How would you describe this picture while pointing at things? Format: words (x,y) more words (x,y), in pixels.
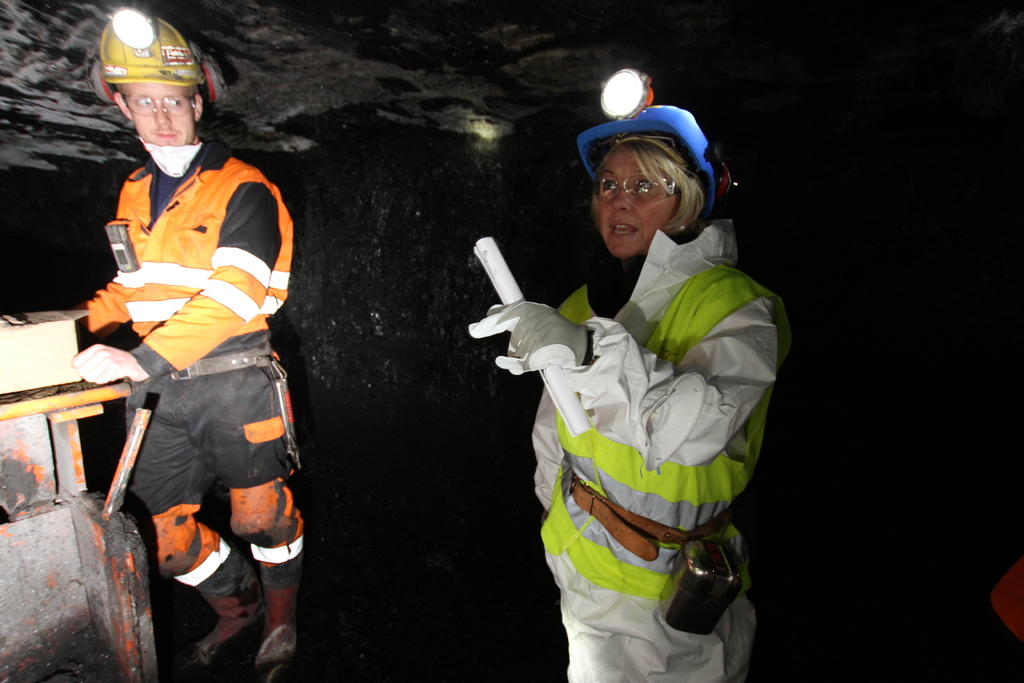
In this image we can see two persons (226,378) wearing safety helmets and among them a person (549,408) is holding a paper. Behind the person (652,289) we can see the wall (556,251). At the top (337,80) we can see the roof (334,95). On the left side (19,600), we can see an object (9,590).
